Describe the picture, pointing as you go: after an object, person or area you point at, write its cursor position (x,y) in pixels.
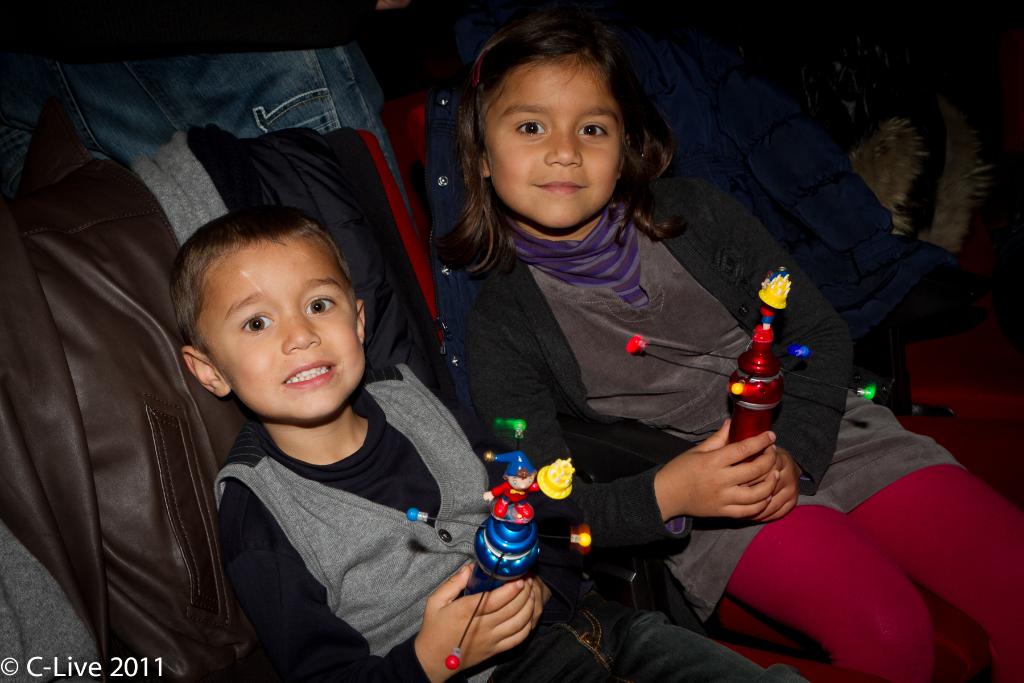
In the foreground of this image (477,439), there is a boy (443,492) and a girl (590,371) holding toys (532,489) in their hands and they are sitting on the red chairs (946,431) on which coats (300,166) are placed. In the background (187,73), there is a person (228,49) and the dark background (983,20).
